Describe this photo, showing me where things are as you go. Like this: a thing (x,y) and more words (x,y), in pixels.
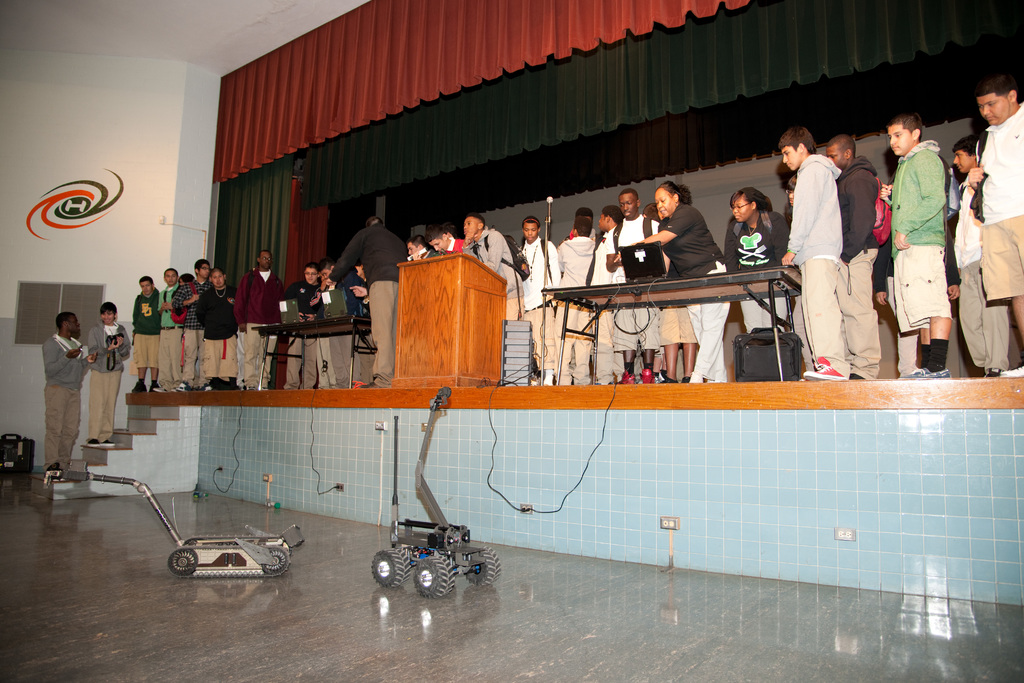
In this image there is a stage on which there are so many people (311,296) standing in the line. There is a podium (446,295) in front of them. On the right side (697,294) there is a table (677,292) on which there is a laptop (656,263). On the left side (284,327) there is another table (297,329) on which there are two laptops (283,318). At the bottom (241,552) there are robots (417,550).
